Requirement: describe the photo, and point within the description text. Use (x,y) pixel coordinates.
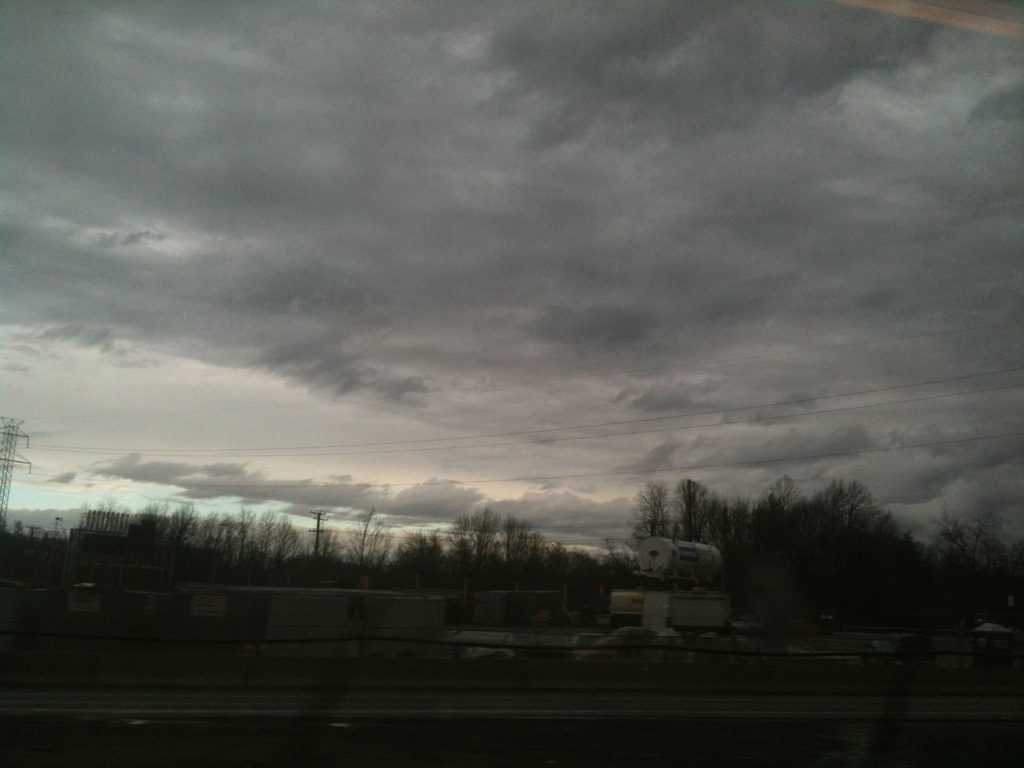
In this image we can see road (235,722). Behind road fencing (440,671) is there and vehicles (618,635) are present. Behind the vehicle (623,602) trees (366,568), poles (11,460) and electric wires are there. The sky (417,227) is full of clouds (505,273).
